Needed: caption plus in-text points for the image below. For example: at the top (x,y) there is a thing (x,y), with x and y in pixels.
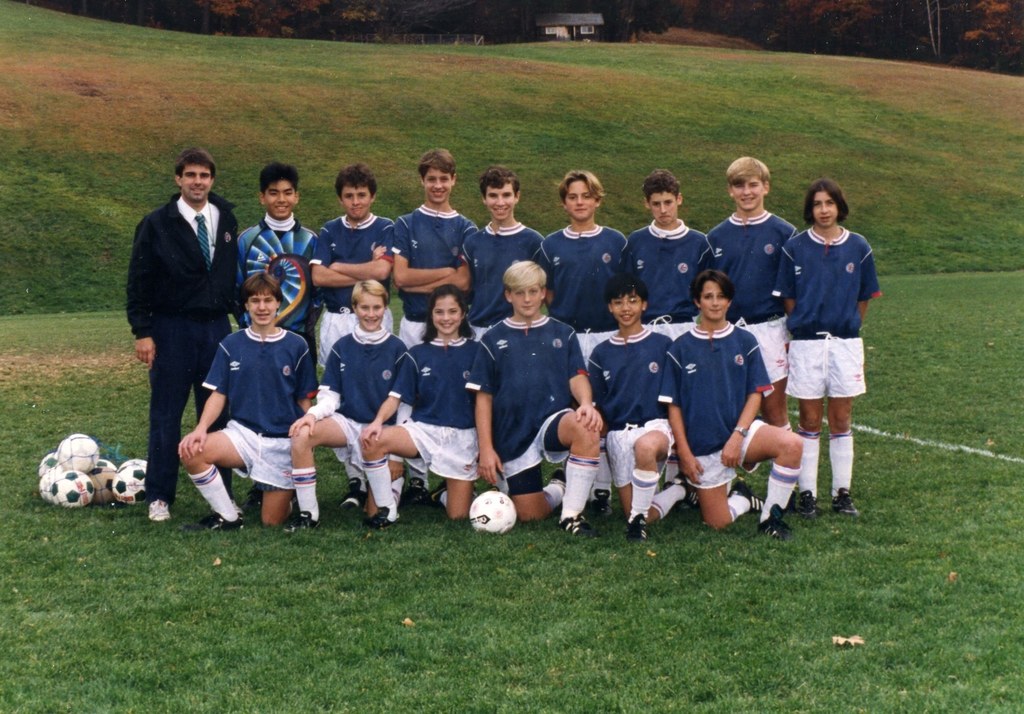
In this image I can see few persons (619,417). I can see few balls (510,521). I can see some grass (562,612) on the ground (562,612).
